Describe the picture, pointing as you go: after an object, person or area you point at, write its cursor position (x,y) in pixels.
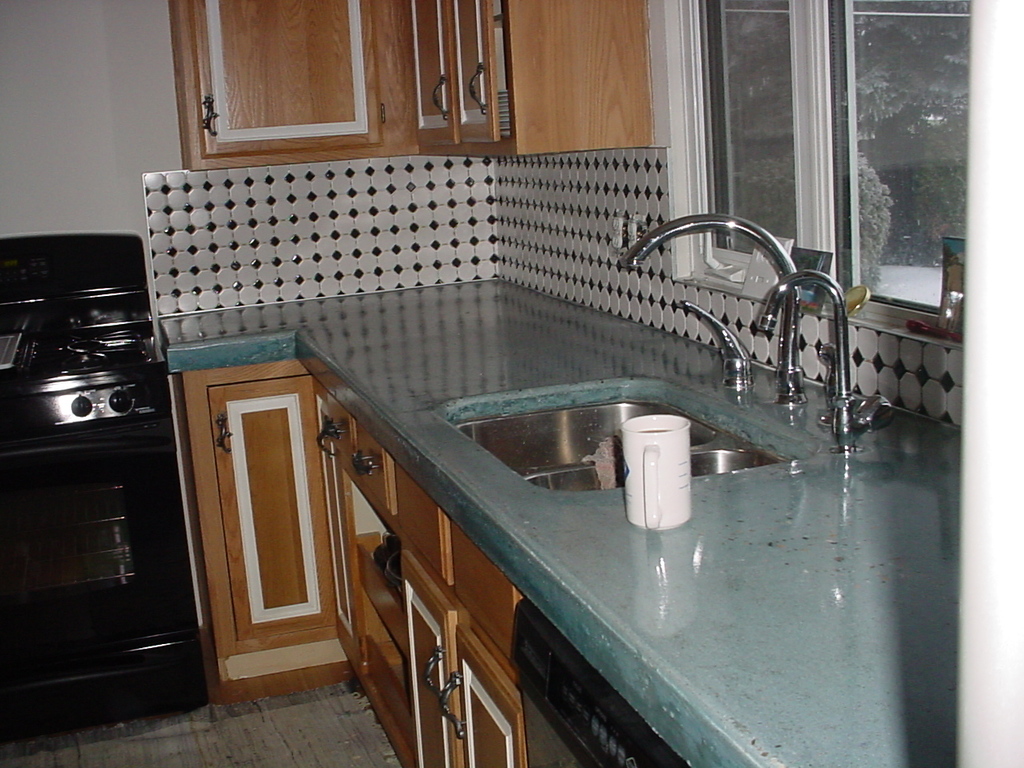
In this image I can observe a sink (522,427). There are three taps (768,315). I can see few cupboards (377,611). I can see a window (802,204).
